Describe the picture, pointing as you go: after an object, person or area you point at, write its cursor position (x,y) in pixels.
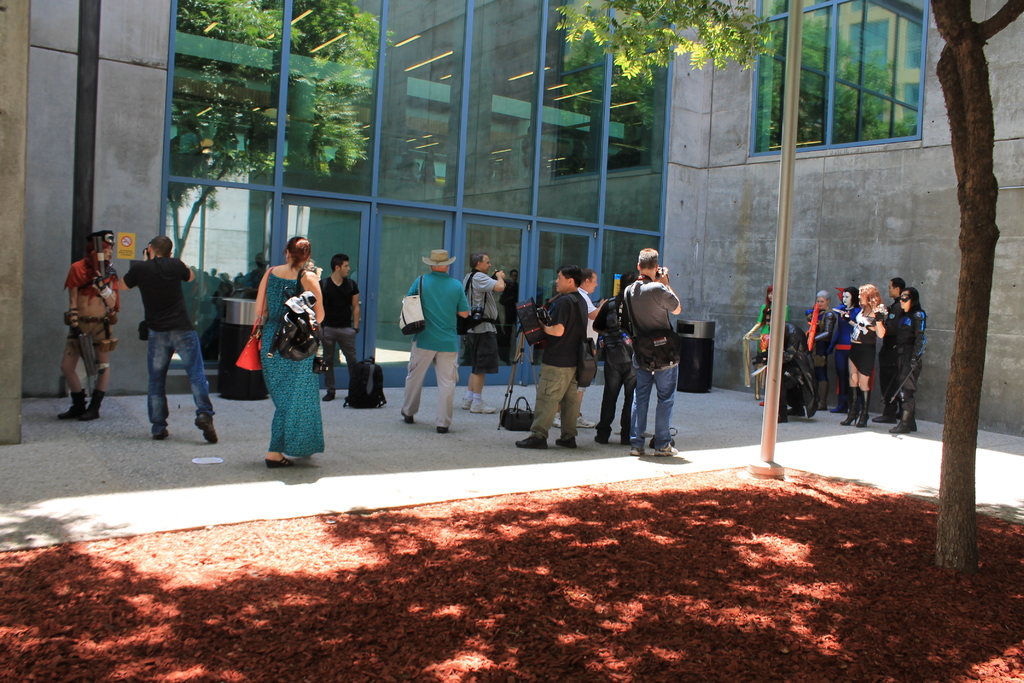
In the center of the image (483,376) we can see a group of people (550,386) are standing and some of them are carrying bags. In the background of the image (12,323) we can see the wall (129,124), windows (445,130), glass (506,107), trees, garbage bins (711,381), pole (82,109), board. At the bottom of the image (392,563) we can see the ground (374,472).
